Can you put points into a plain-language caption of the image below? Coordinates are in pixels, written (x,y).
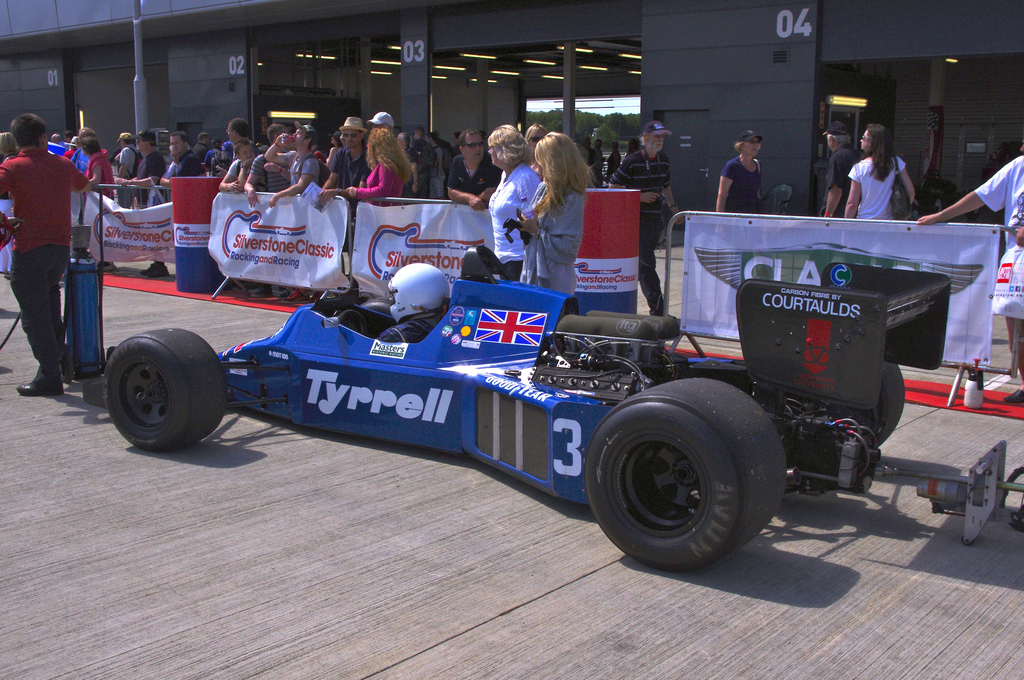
In the foreground of this image (433,381), there is a sports car (443,417) on the road (215,550). On the left (56,300), there is a man (57,261) standing near an object (70,284). Behind the car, there are people (571,189) walking and standing, few boards (710,255) and bollard like objects (605,247). In the background (590,69), there is a building (273,72).
